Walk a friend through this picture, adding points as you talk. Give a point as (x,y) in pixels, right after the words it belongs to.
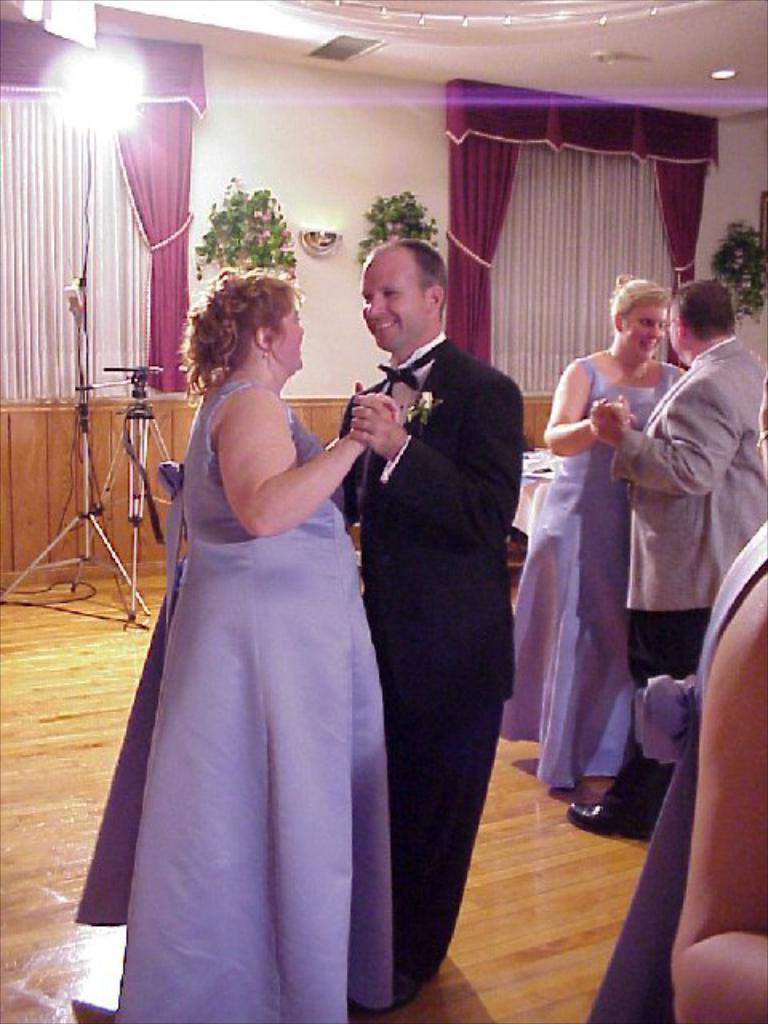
In this image there are few people (475,560) dancing on the floor (619,913), there are flower pots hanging on the wall (439,247), stands (141,455), a light (110,111) attached to the wall (265,136), curtain cloths (149,90) and the ceiling (298,48).
